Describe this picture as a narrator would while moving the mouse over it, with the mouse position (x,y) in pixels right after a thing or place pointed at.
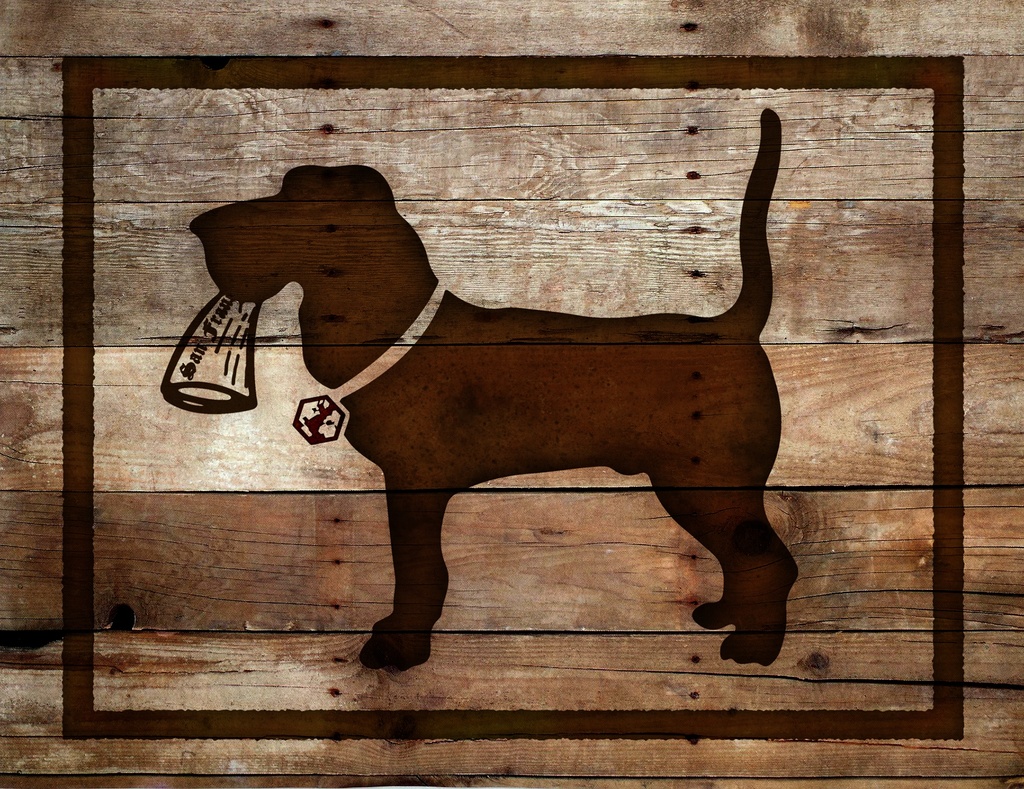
Here in this picture we can see a wooden wall (917,16) and on that we can see a dog design (477,397) over there and we can see it is holding something and having belt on its neck (364,331) over there.
